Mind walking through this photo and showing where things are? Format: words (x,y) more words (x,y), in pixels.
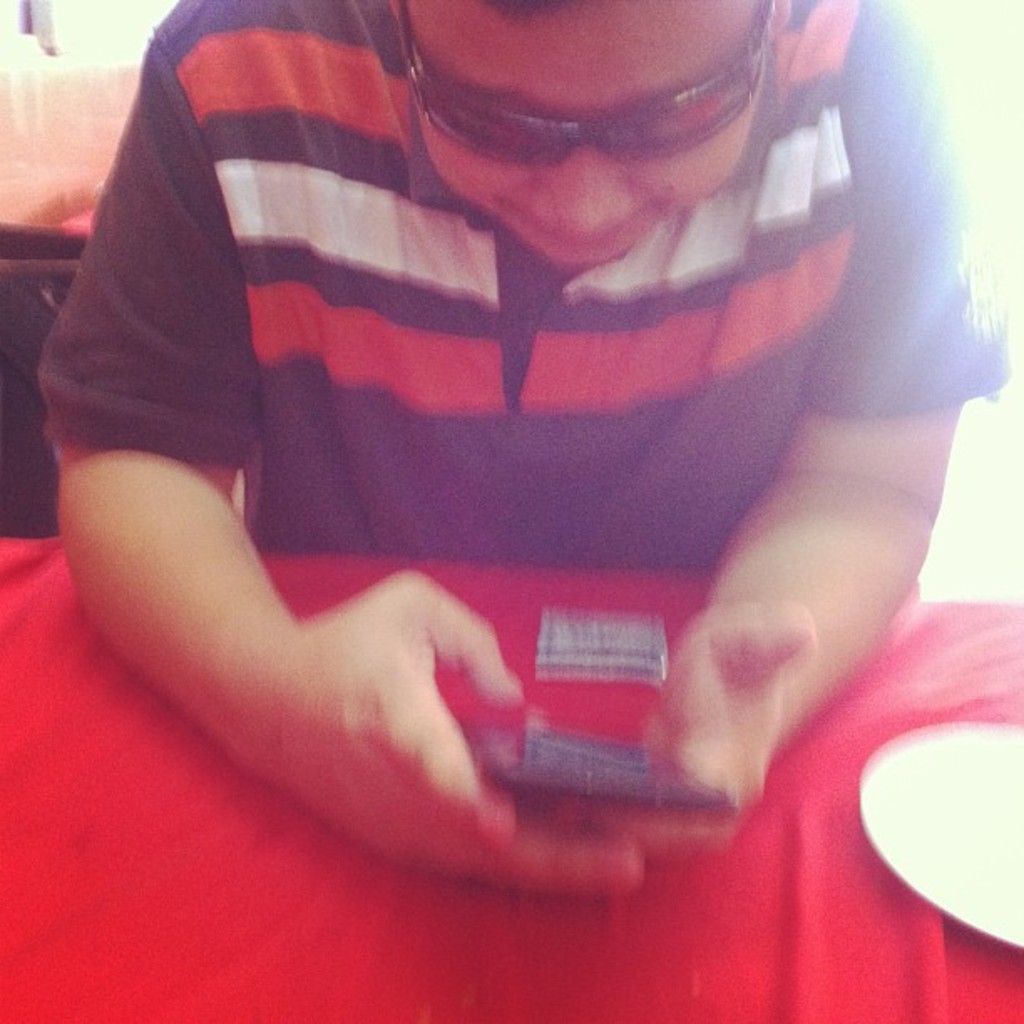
In the center of the image (414,458) we can see a person (477,339) sitting and holding cards (549,780), before him there is a table (512,980) and we can see a red cloth (565,971) and a plate (938,850) placed on the table (638,916).
